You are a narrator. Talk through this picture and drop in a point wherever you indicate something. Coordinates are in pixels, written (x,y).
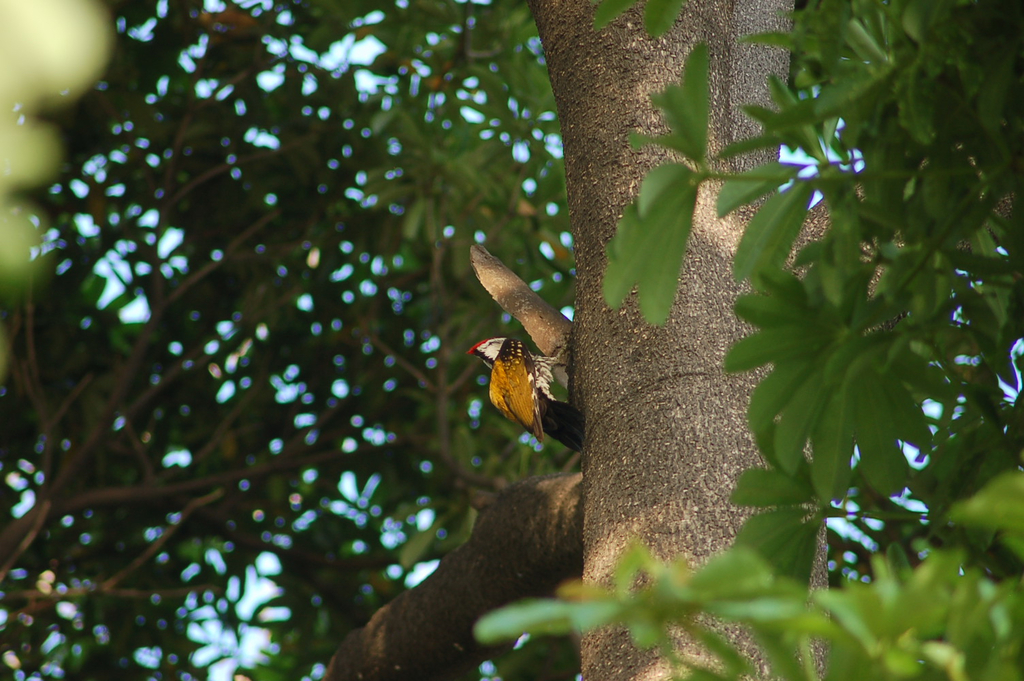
In this image on the right side (967,259), I can see there are many leaves (1000,187) and on the left side (128,353) there are many branches (122,386) of a tree (241,262) and in the middle (504,374) I can see a bird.
